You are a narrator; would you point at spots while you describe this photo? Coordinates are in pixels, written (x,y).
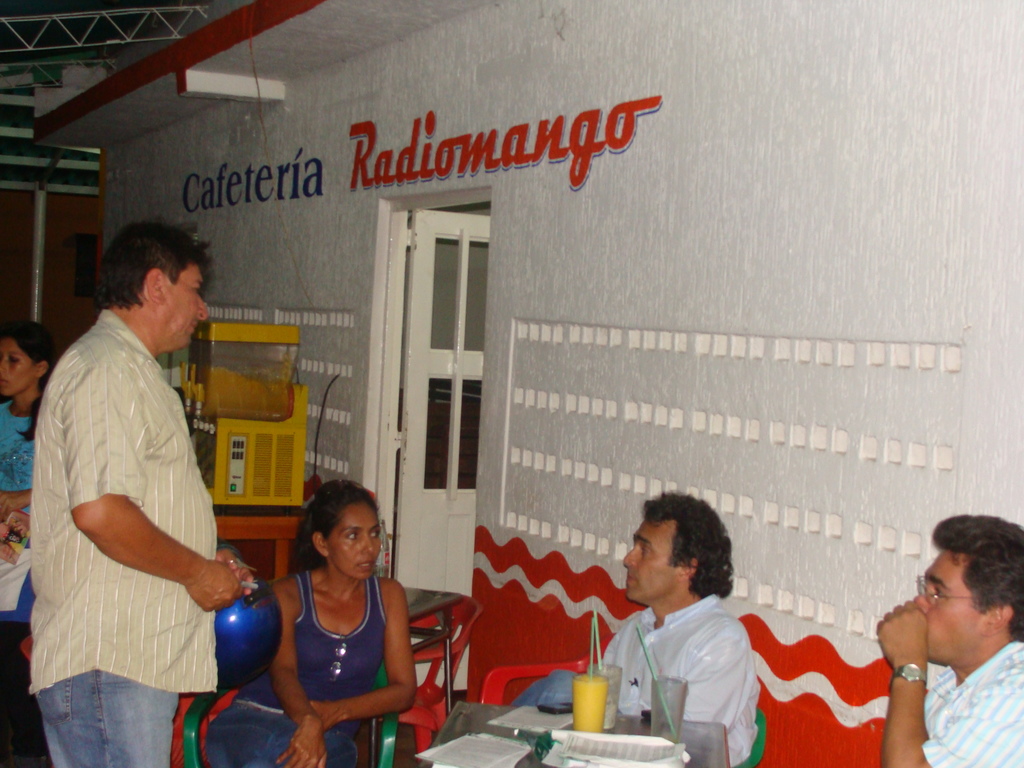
There are three persons (381,625) sitting in chairs (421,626) and there is another person (154,527) standing in front of them and the background wall (360,246) is white in color which has cafeteria radio mango (498,160) written on it.
